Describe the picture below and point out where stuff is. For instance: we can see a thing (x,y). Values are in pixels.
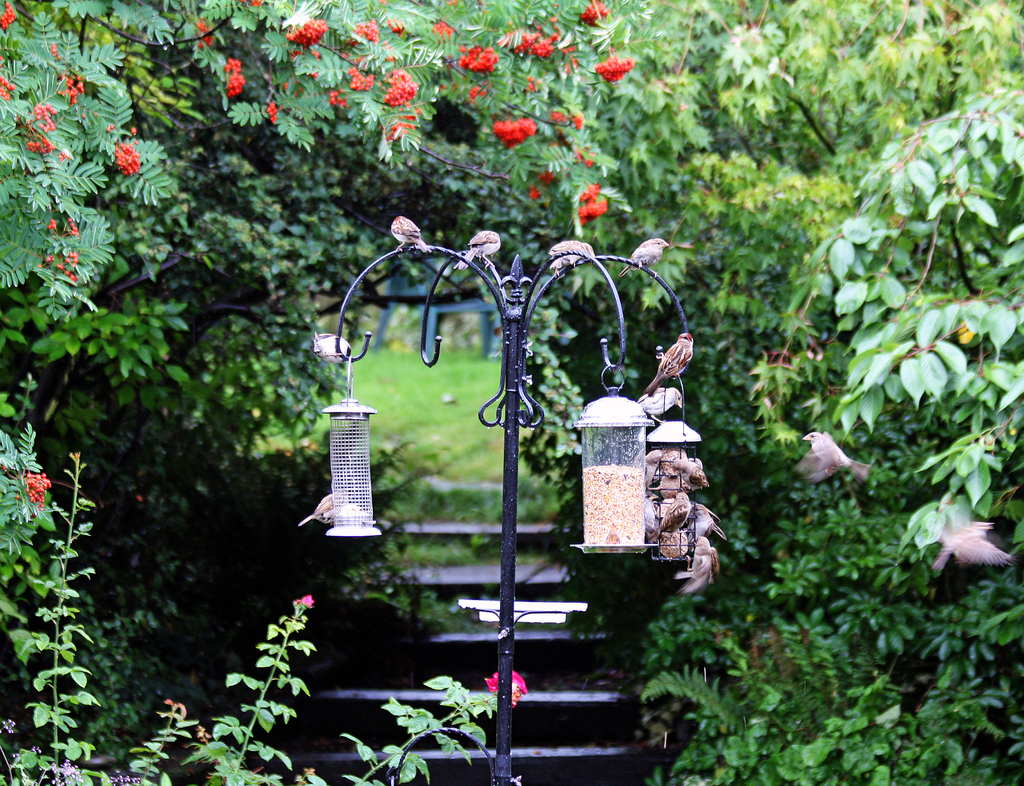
In the middle (651,515) few birds (657,460) are there. On the left side (20,150) there are flower trees (37,142) and these are the green trees (779,180).
